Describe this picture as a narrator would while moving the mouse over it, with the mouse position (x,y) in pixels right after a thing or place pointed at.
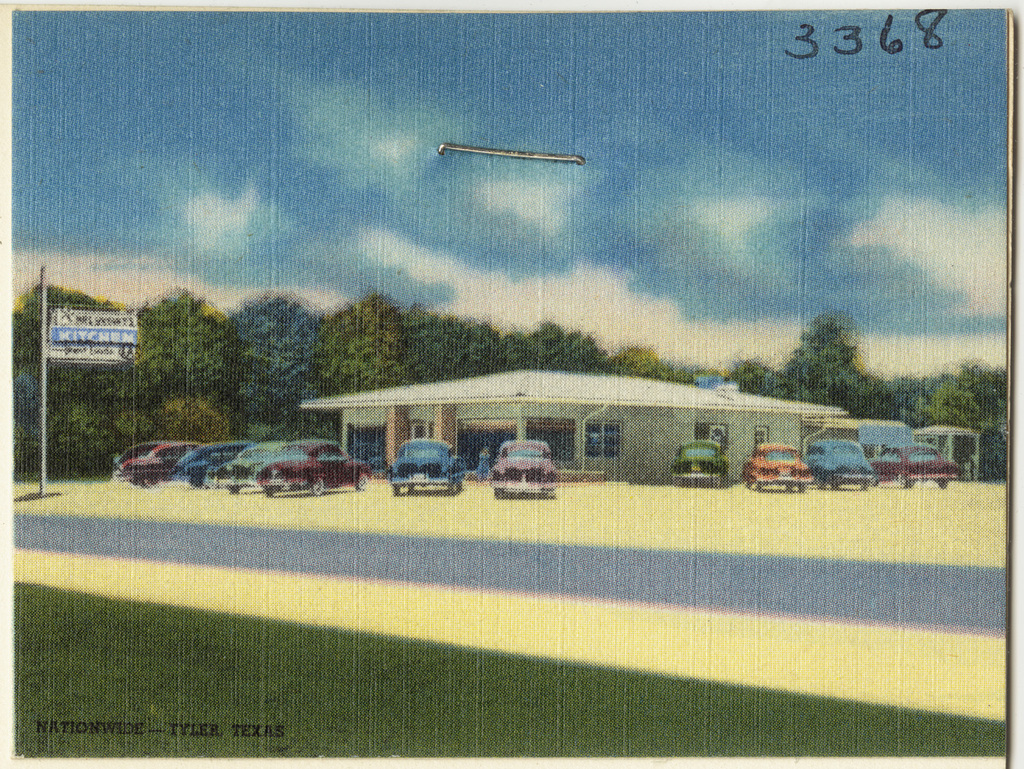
This is a picture of an art. In this picture, we see the cars (301,461) parked on the road (467,589). At the bottom (483,545), we see the grass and the road (596,591). On the left side (81,334), we see a pole (46,345) and a board (87,347) in white color with some text (115,342) written on it. In the middle (504,375), we see a building (554,393) in white color. There are trees (512,361) in the background (423,359). At the top (384,106), we see the sky (437,120) and the clouds (589,316). This picture might be a photo frame or a poster.
